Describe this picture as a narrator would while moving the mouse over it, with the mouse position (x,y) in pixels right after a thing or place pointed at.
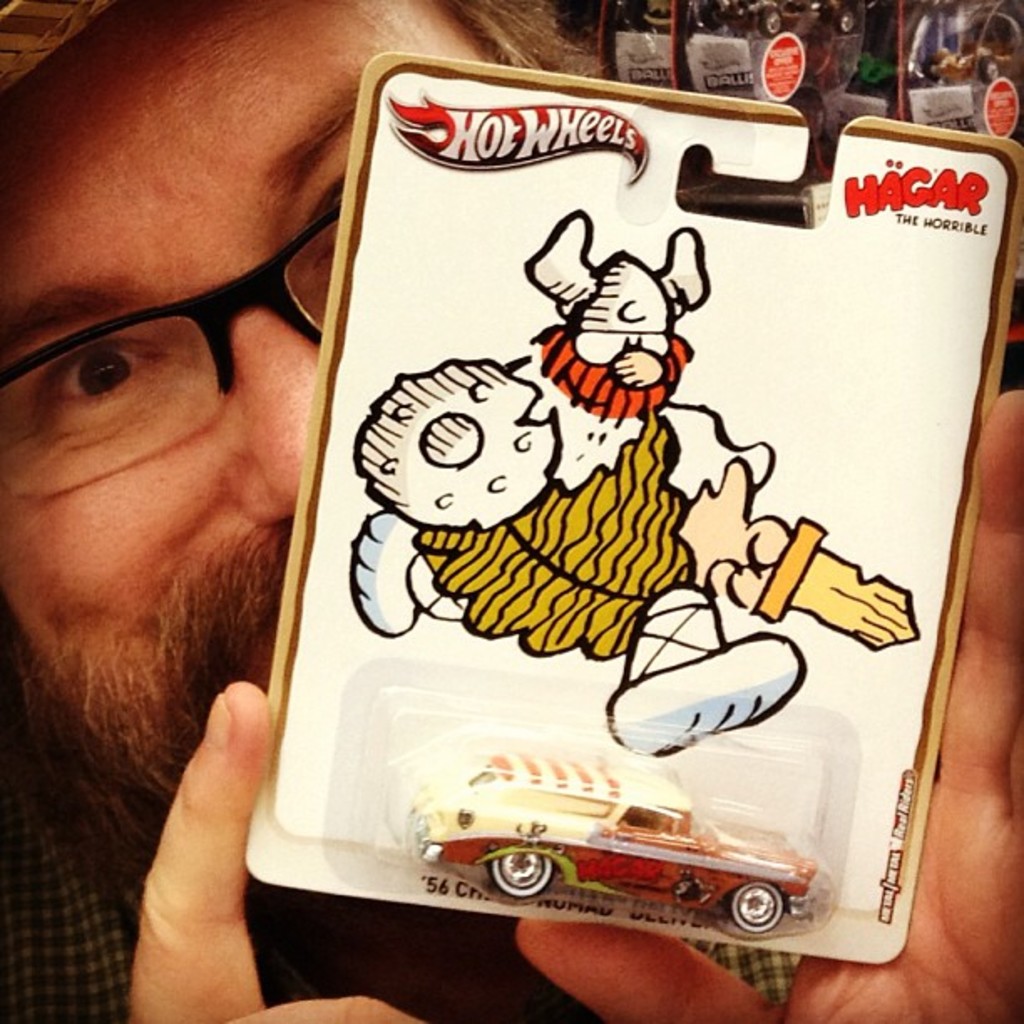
In this image I can see a person (276,223) is holding something. Back I can see few objects (851,67).
